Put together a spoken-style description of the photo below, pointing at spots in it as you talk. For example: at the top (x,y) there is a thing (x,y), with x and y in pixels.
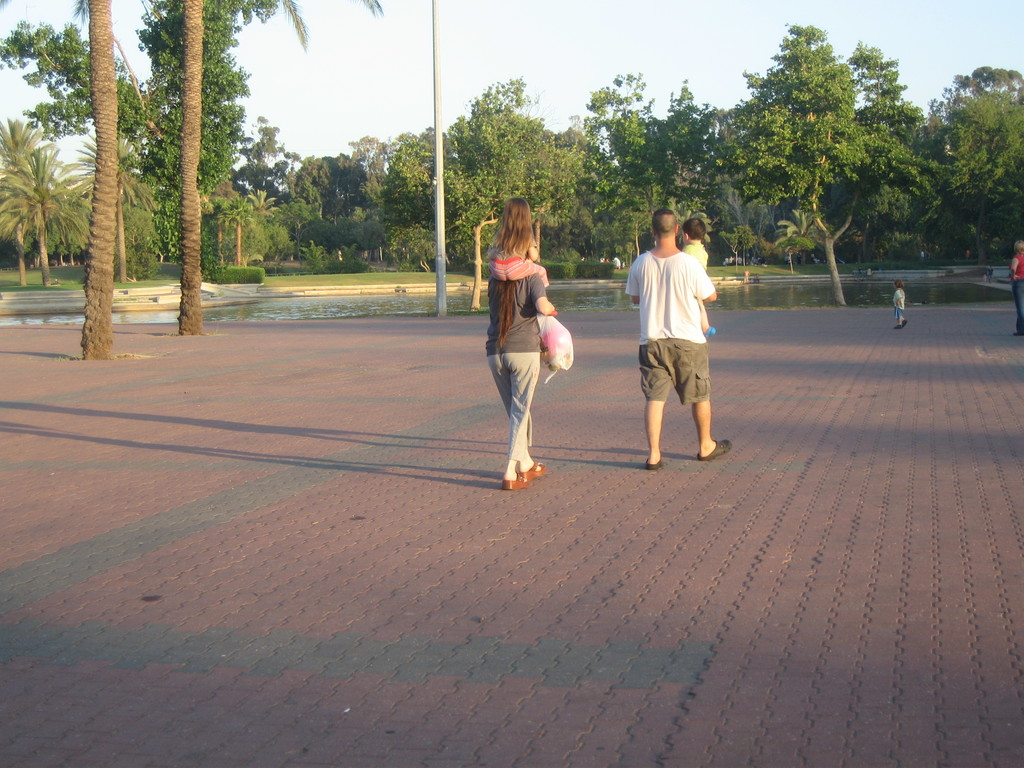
In the image we can see there are people (523,374) walking, wearing clothes (654,369) and shoes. This is a footpath (681,576), water (767,285), trees (449,203), pole (439,192), grass (333,278), plant (334,273) and a white sky (556,60).
